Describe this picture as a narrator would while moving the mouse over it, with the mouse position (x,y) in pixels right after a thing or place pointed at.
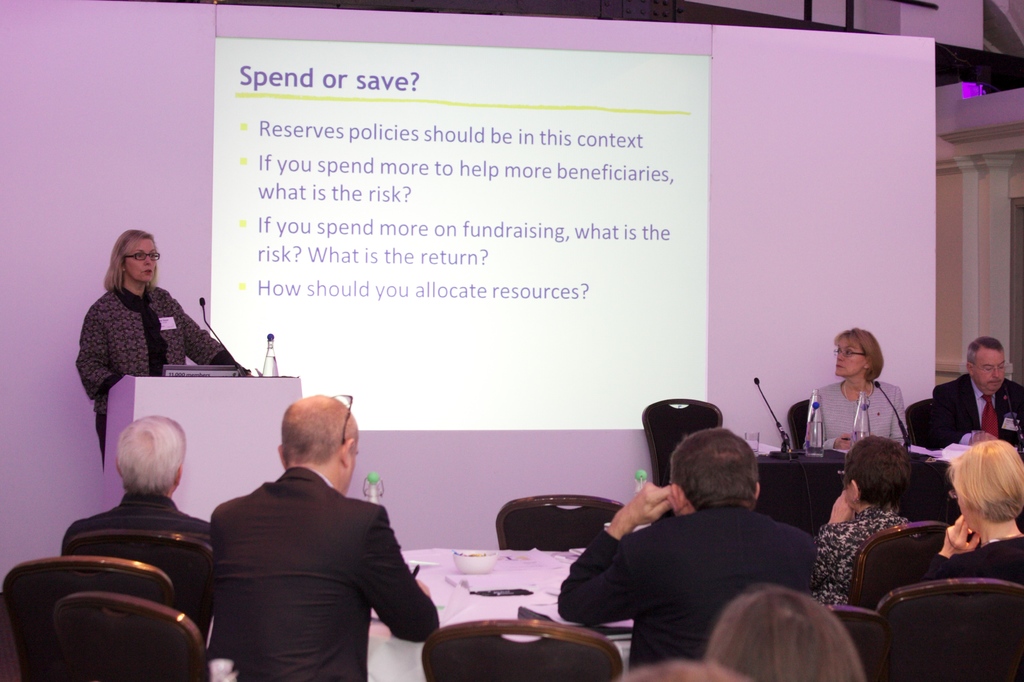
In this image I can see there are a few people (409,610) sitting on the chairs (1003,650) and they have a table (404,642) in front of them with few water bottles (813,452), papers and there is a woman (133,274) standing at the left side (133,261), behind the podium (159,388) and there is a microphone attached to the podium (208,417). There is a screen (348,203) in the background (267,187).
